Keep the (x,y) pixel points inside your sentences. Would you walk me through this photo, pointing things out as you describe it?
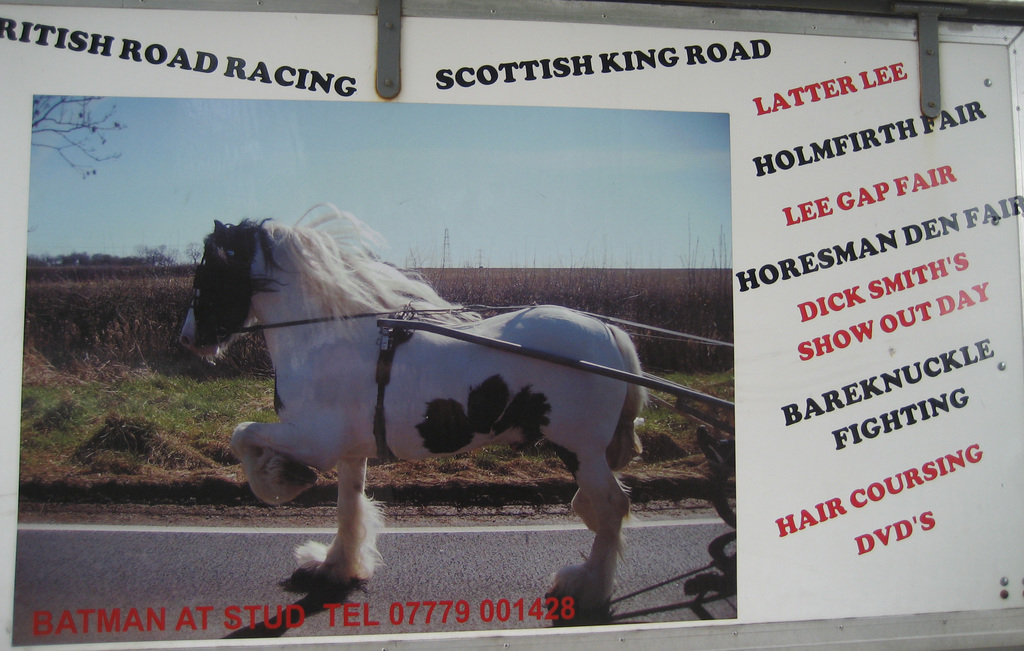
In this picture I see a board (872,177) on which there is something written on the side and I see a picture (169,168) in the middle (465,333) and I see a horse (286,301) on the road (331,530) and I see few plants (572,286) and I see the sky (390,194) and I see the something is written on the top (521,72) and on the bottom (239,610).
